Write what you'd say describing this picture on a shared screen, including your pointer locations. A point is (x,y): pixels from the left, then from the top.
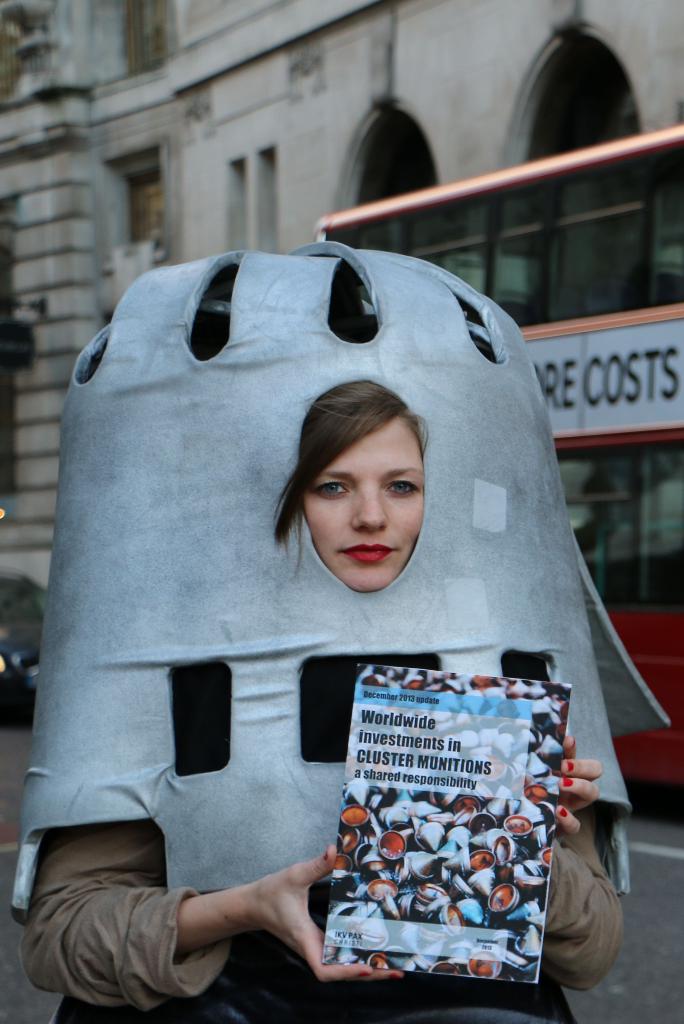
In this picture I can see a woman (431,659) wearing the costume (352,618) and holding the book (474,886) with her hands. On the right side (560,174) there is a bus (541,354) with text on it, in the background (659,40) I can see a building (36,574), on the left side (2,724) it looks like a car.
